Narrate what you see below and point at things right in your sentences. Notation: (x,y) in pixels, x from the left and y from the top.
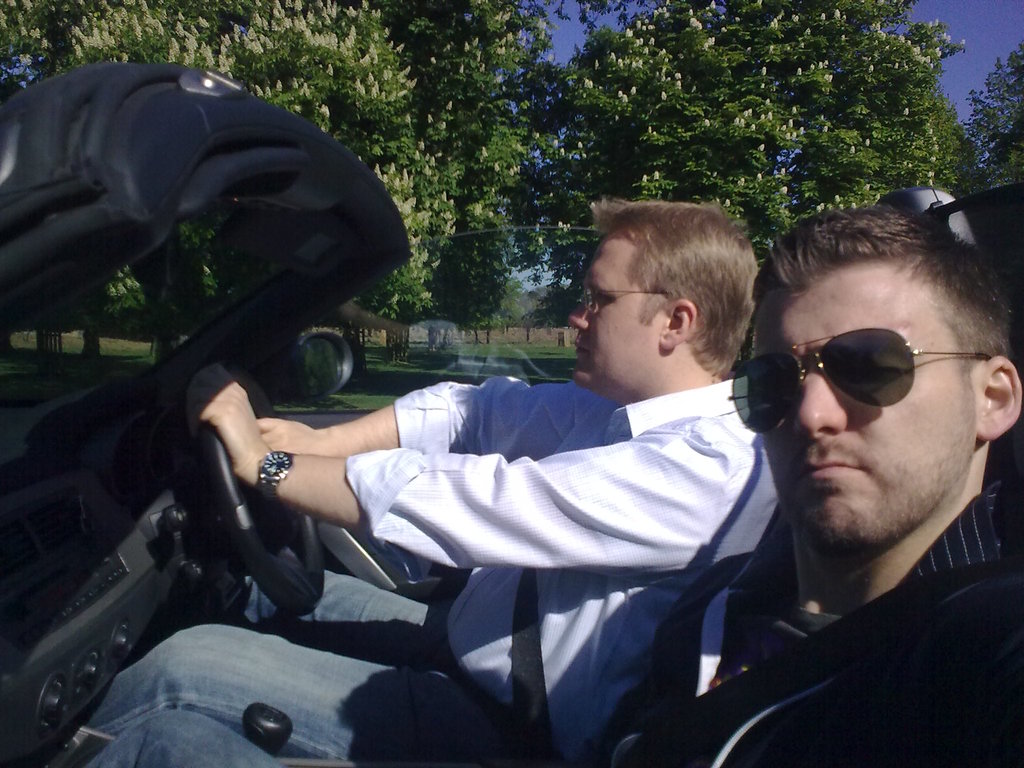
There are 2 men (715,507) sitting in a car (87,91) and riding behind them there are big trees (604,102) and we can see sky (965,77).
